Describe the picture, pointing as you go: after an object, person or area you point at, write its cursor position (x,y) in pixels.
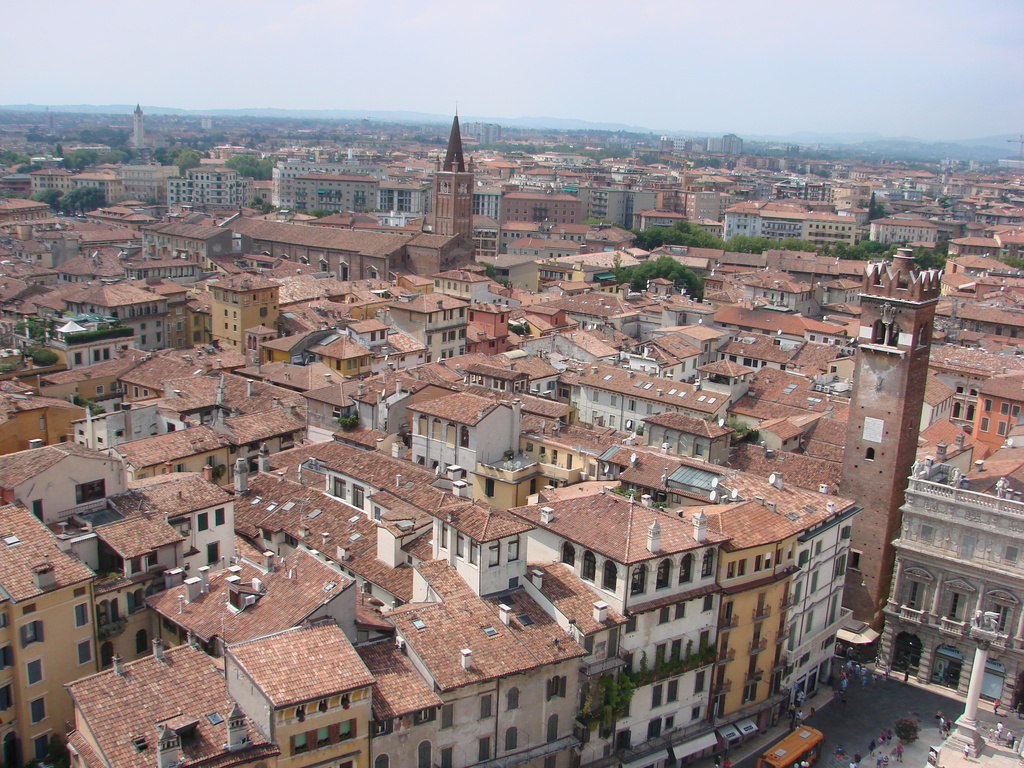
This is a picture of a city (453,317), where there are buildings (734,516), trees (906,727), and in the background (674,82) there is sky (605,68).
